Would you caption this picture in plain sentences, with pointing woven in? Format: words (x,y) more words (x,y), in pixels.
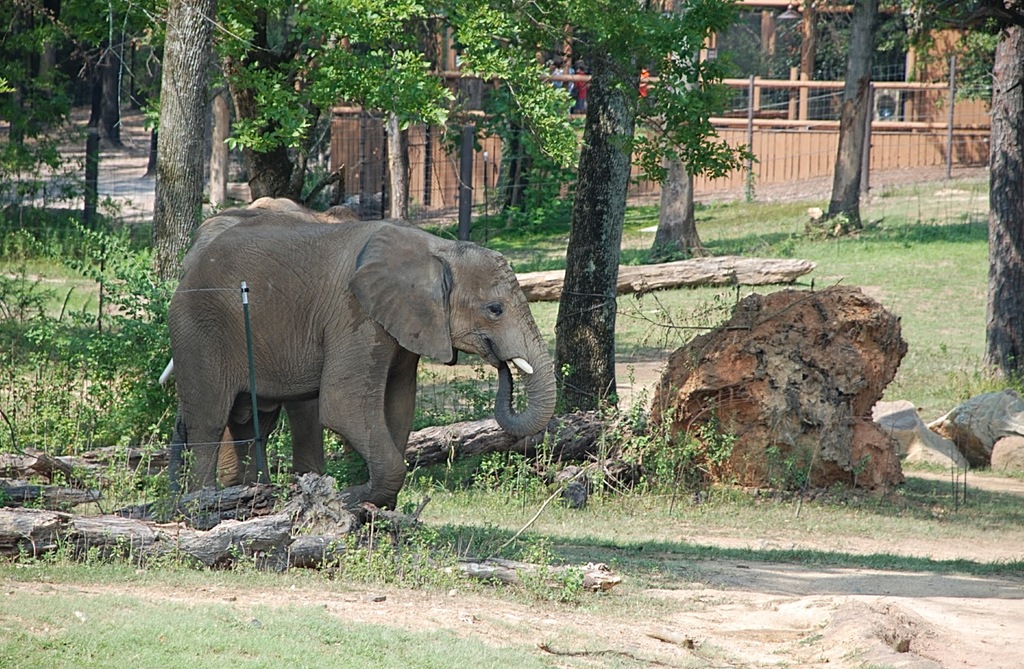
In this image we can see elephants (351,397) walking on the ground (671,473). Here we can see rocks (863,442), plants (5,323), trees (852,23), fence (945,121) and the wooden house (767,157) in the background (345,130).
